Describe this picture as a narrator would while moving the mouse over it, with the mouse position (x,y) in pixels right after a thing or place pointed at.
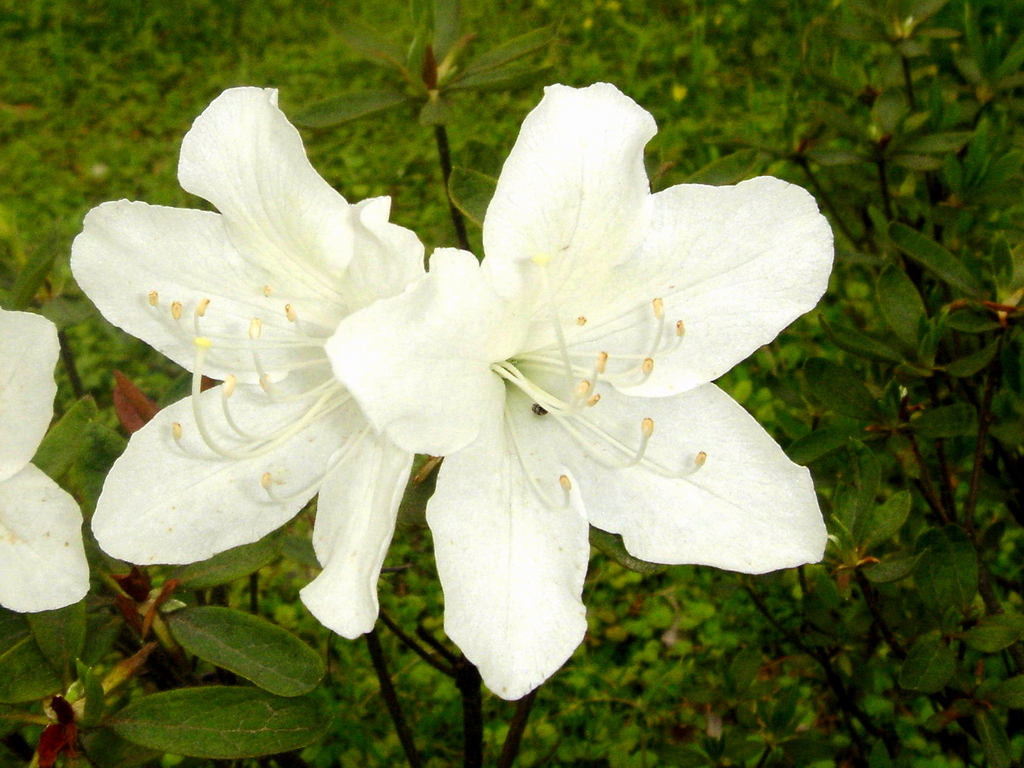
In this image, we can see flowers (471,425) with plants (414,751). Background (944,151) there are so many plants (834,674) we can see.
